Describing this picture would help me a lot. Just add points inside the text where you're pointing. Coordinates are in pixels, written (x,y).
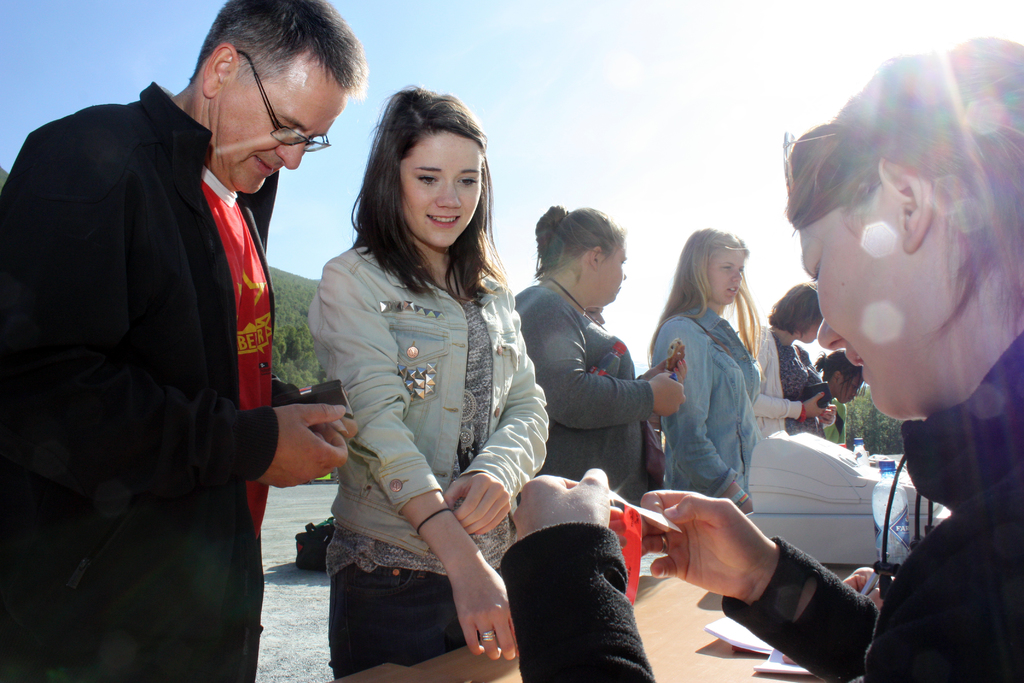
On the right side of the image (881,351) there is a woman (733,568) holding some object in her hand (684,538), in front of the woman (723,592) on the table (707,620) there are papers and some other objects (819,506), in front of the table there are a few people (427,610) standing, behind them on the surface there is an object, in the background of the image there are trees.
